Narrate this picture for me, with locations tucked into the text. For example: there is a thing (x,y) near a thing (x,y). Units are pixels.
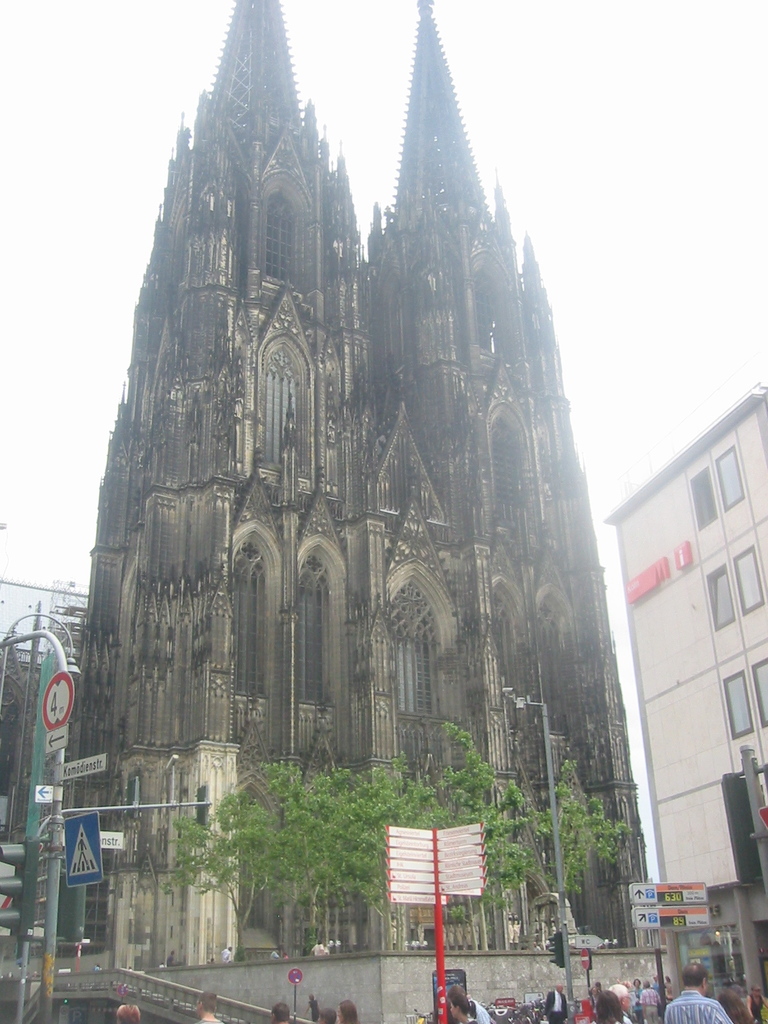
In this image I can see buildings (333,693), in front of buildings (330,767) I can see trees (366,865), persons (759,990), sign boards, poles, at the top (196,115) there is the sky (33,173) and there is a tower (447,381) visible in the middle (355,610).
